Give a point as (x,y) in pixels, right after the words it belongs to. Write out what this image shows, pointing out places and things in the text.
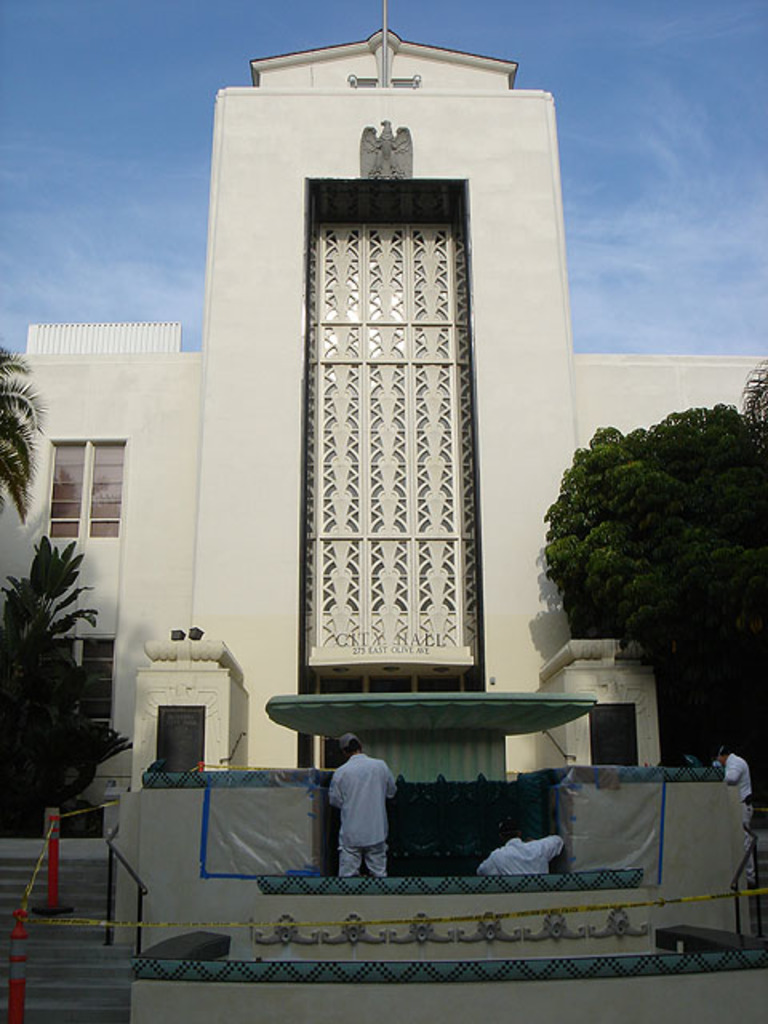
In this image there is a building (249,437), in front of the building (156,590) there are trees (8,789), stairs (60,1002), traffic cones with no entry strips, metal rods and there are a few people (355,752). At the top of the image (133,16) there are clouds (53,320) in the sky (133,273).
